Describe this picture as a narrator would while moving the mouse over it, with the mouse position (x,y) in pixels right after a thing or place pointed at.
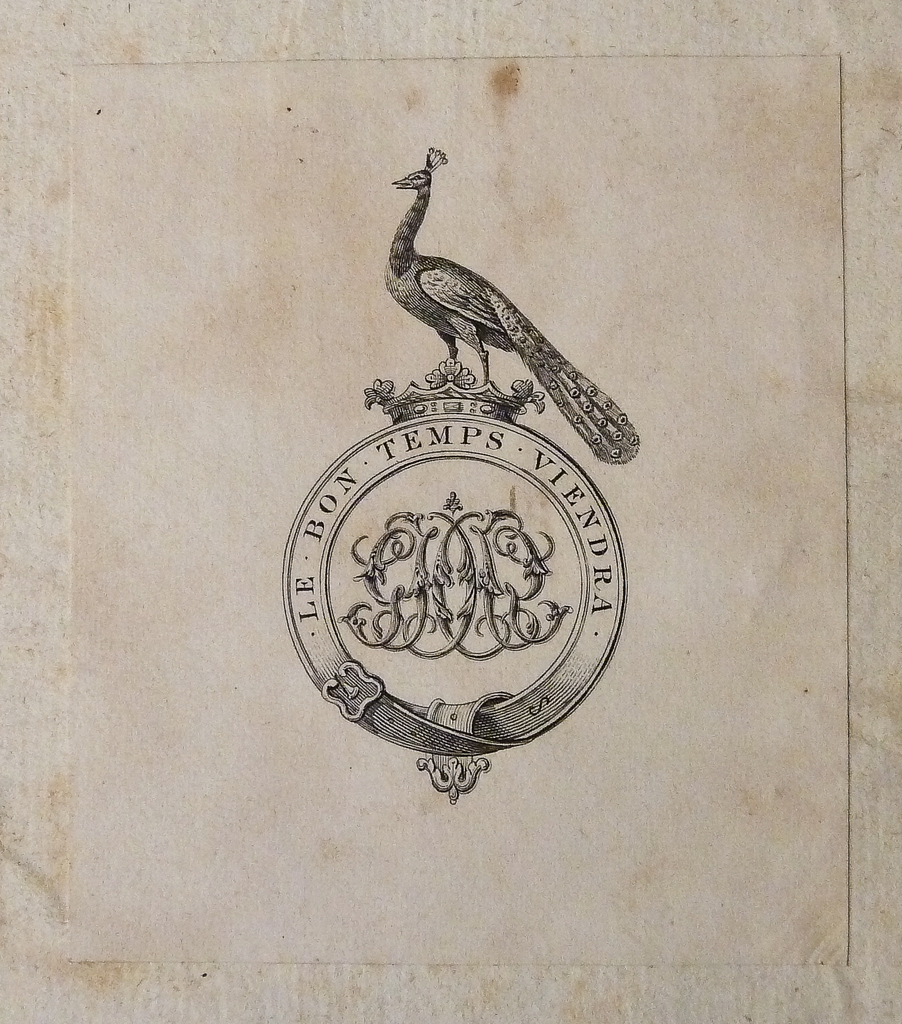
In this image I can see a logo (582,434) and here I can see something is written. I can also see white colour in the background (156,362).
